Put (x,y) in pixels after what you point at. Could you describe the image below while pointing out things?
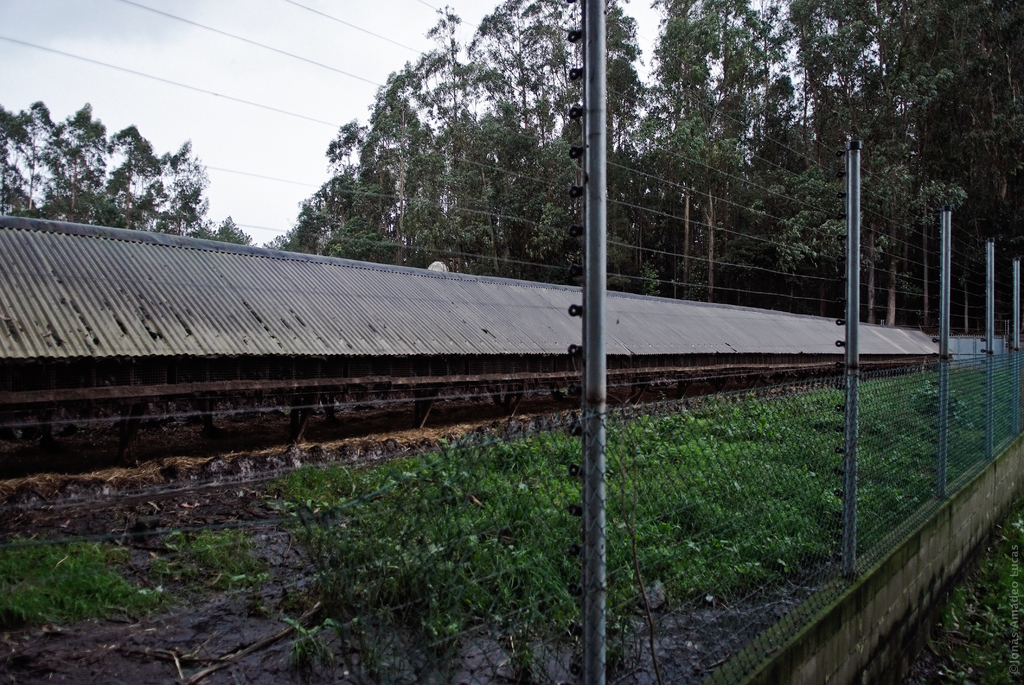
In this picture we can observe a long shed (430,325). We can observe some plants (556,521) on the ground (170,585). There is a fence (687,401). In the background (425,167) there are trees (891,153) and a sky (222,88).
